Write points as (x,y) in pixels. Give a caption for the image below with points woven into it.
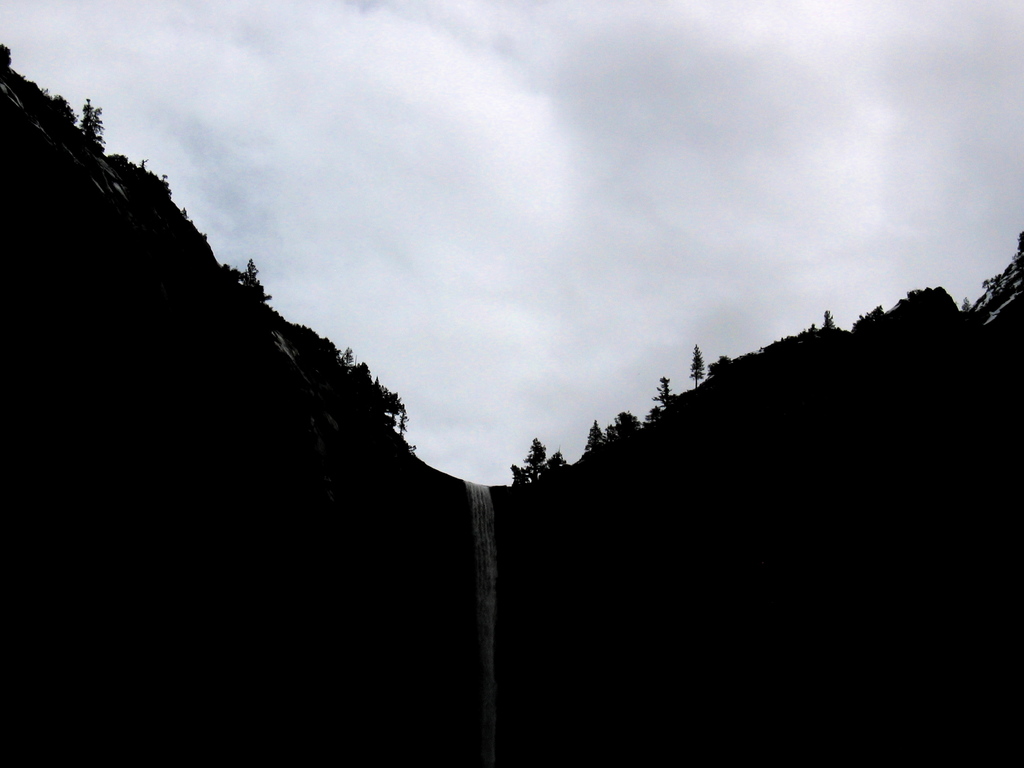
In the middle of the picture (471,491), we see the waterfalls (482,566). On either side of the picture, we see the trees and the hills (790,505). In the background (665,102), we see the sky (557,152).
